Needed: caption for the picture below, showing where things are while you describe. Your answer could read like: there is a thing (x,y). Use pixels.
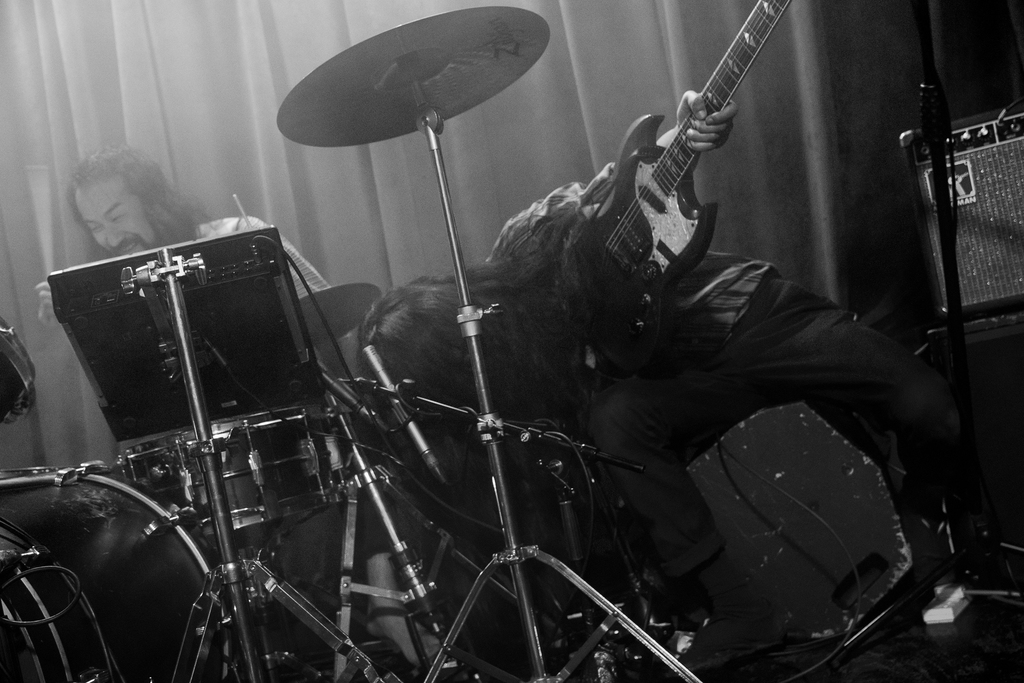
In this image I can see two people (395,373). One person (379,334) is holding guitar (654,256) and another one (122,229) is sitting in-front of the drum set (278,496). At the back (231,58) there is a curtain (641,69).
